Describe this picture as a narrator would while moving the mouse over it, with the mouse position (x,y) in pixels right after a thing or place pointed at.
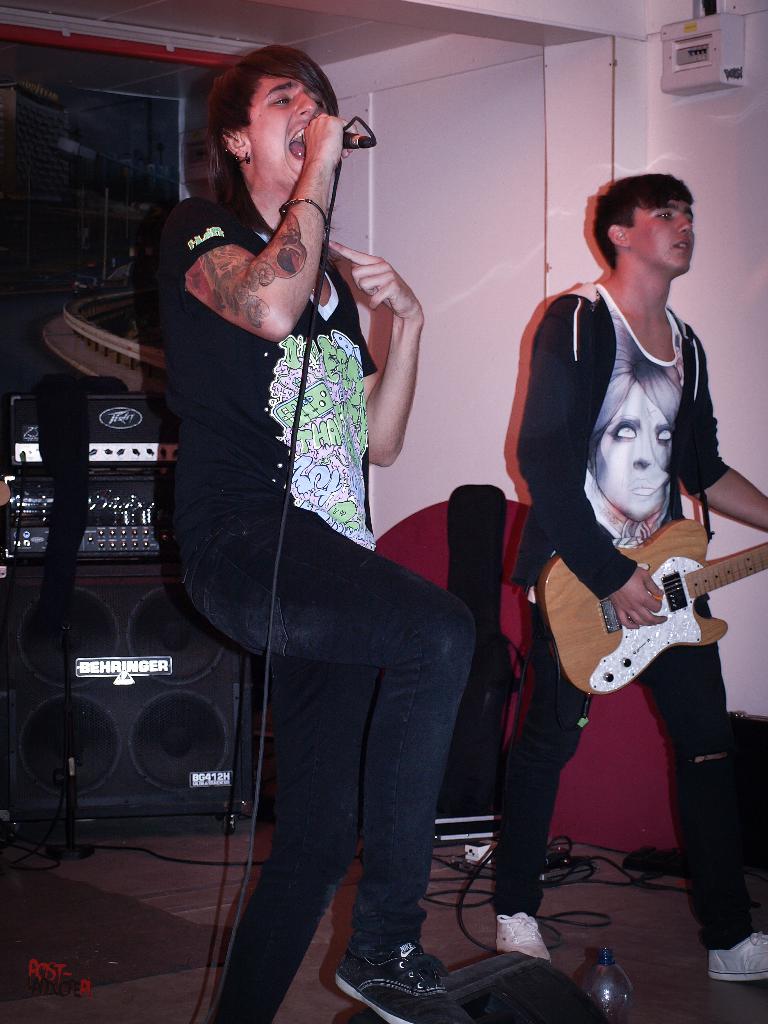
Here we can see a person (315,323) who is singing on the mike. He is playing guitar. And there is a bottle (610,990). This is floor (140,919). There are some musical instruments (200,683). On the background (426,329) there is a wall (461,315). And this is frame (96,185).
